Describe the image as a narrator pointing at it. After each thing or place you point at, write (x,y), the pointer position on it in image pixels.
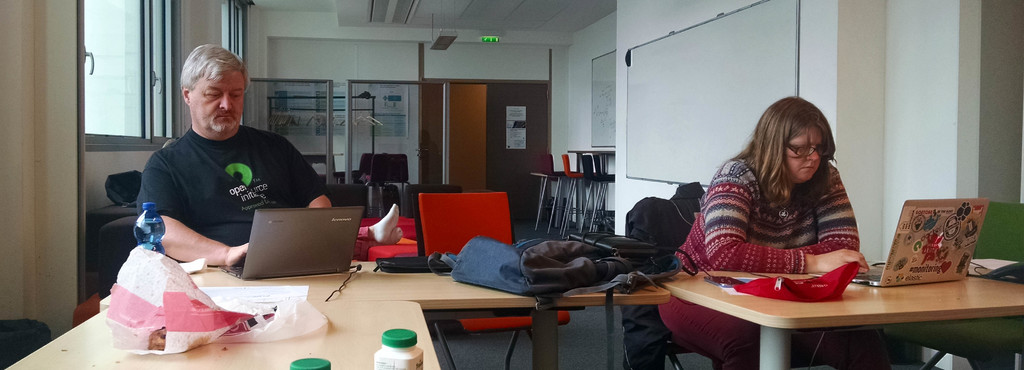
This image is taken inside a room (54,234). There are two people (183,193) in this room (941,163). In the right side of the image (763,231) a woman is sitting on a chair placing her hands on a table (874,298) and on top of it there are few things (802,292) along with a laptop (938,271). In the left side of the image (132,13) there is a wall (48,296) which is white and a window (94,115). In the left side of the image (238,147) a man (251,152) is sitting on a chair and working in his laptop (276,243). At the background (569,127) there is a wall (558,121) and a board (598,128) with text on it and there were few chairs (447,201) which are empty. At the top of the image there is a ceiling (572,2).
